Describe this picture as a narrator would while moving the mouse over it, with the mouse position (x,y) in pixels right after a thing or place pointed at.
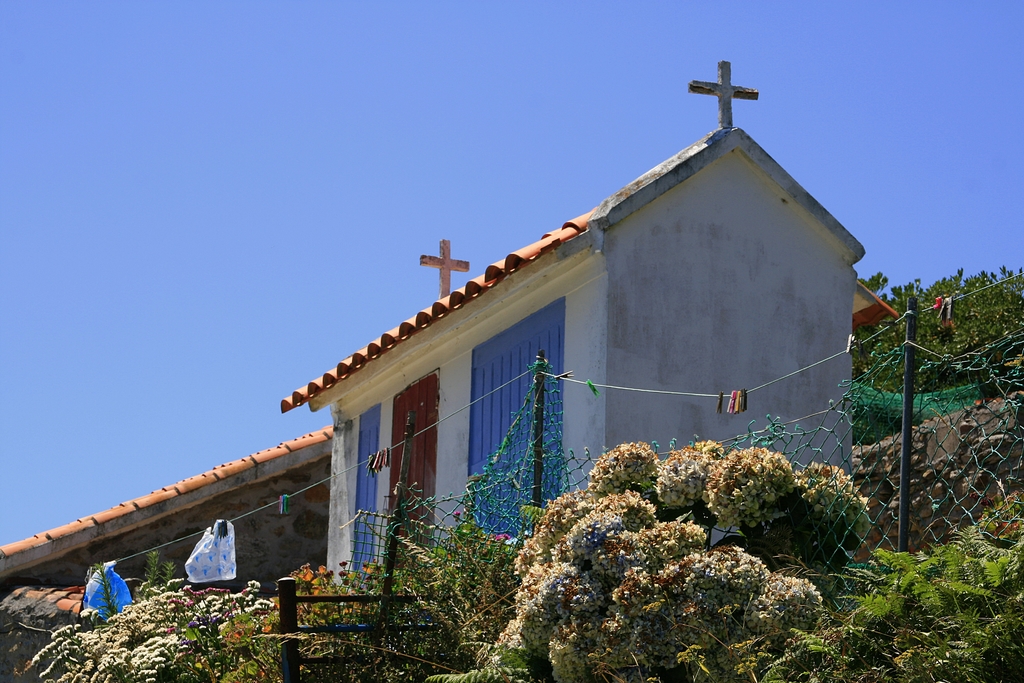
In this image there are plants (745,553), grass (980,638), iron fence (294,627), poles (292,641), clothespins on the ropes (236,520), house (293,553), sky (245,314).
